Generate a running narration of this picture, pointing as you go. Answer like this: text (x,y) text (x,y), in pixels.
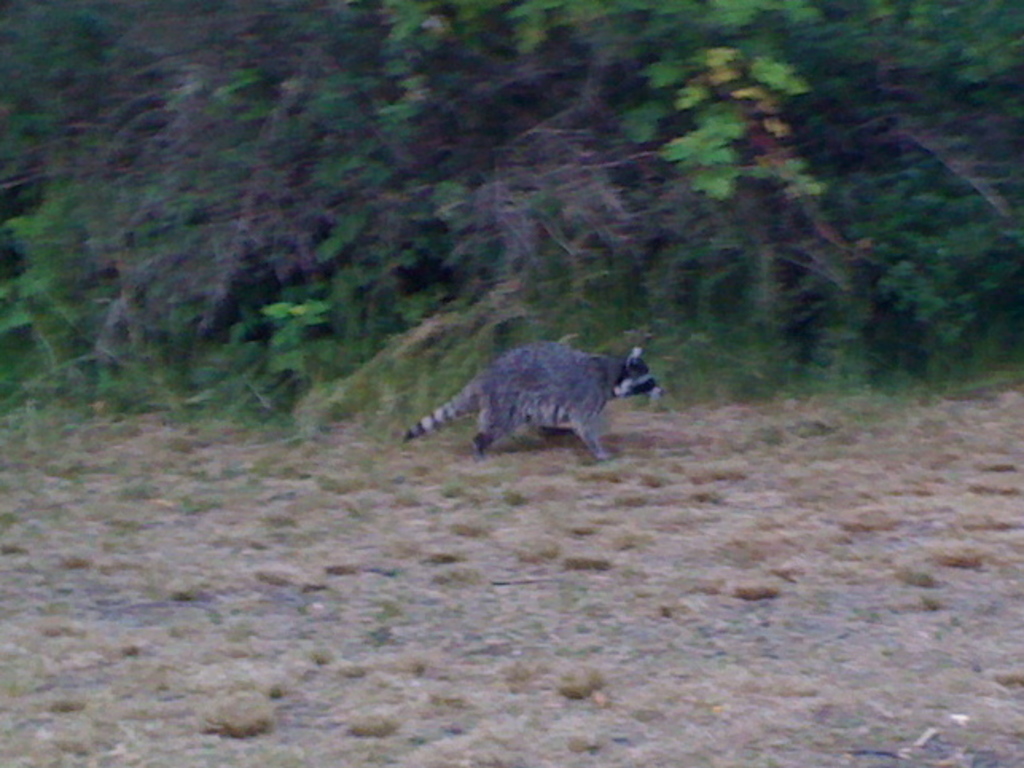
In this image there is an animal (540,401), there is ground (505,668) truncated towards the bottom of the image (569,630), there are plants (788,334), there are trees (409,140) truncated towards the top of the image (680,73), there are trees (759,73) truncated towards the right of the image (759,73), there are trees (35,94) truncated towards the left of the image (30,197).
